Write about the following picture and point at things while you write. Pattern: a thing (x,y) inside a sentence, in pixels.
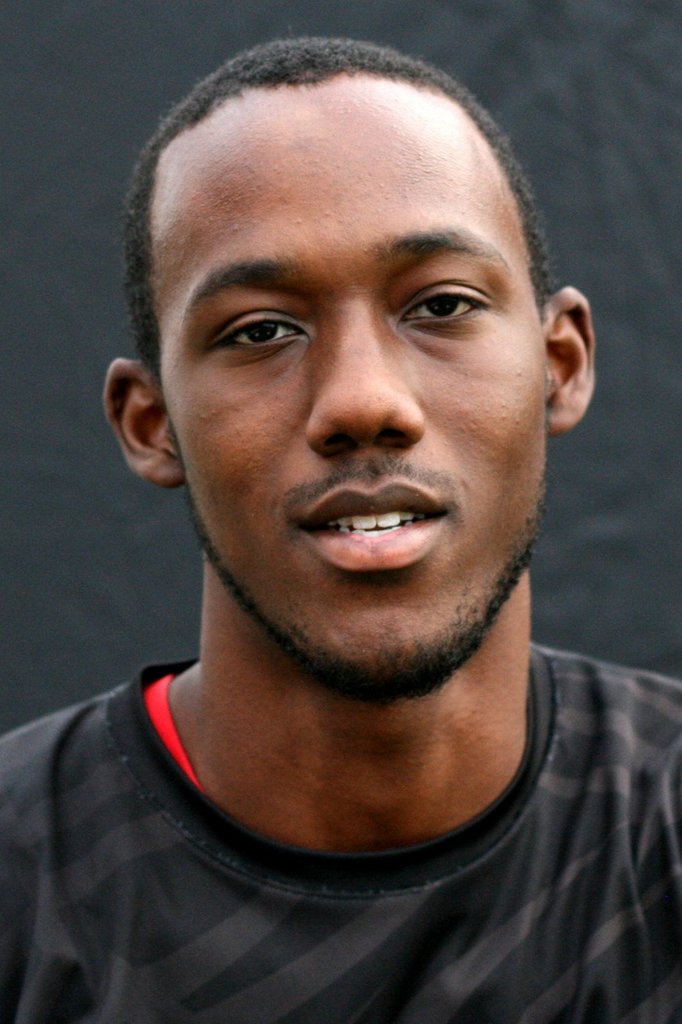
In this image there is a picture of a man (321,679) who is wearing the black t-shirt (347,951). In the background (89,236) there is ash color.
